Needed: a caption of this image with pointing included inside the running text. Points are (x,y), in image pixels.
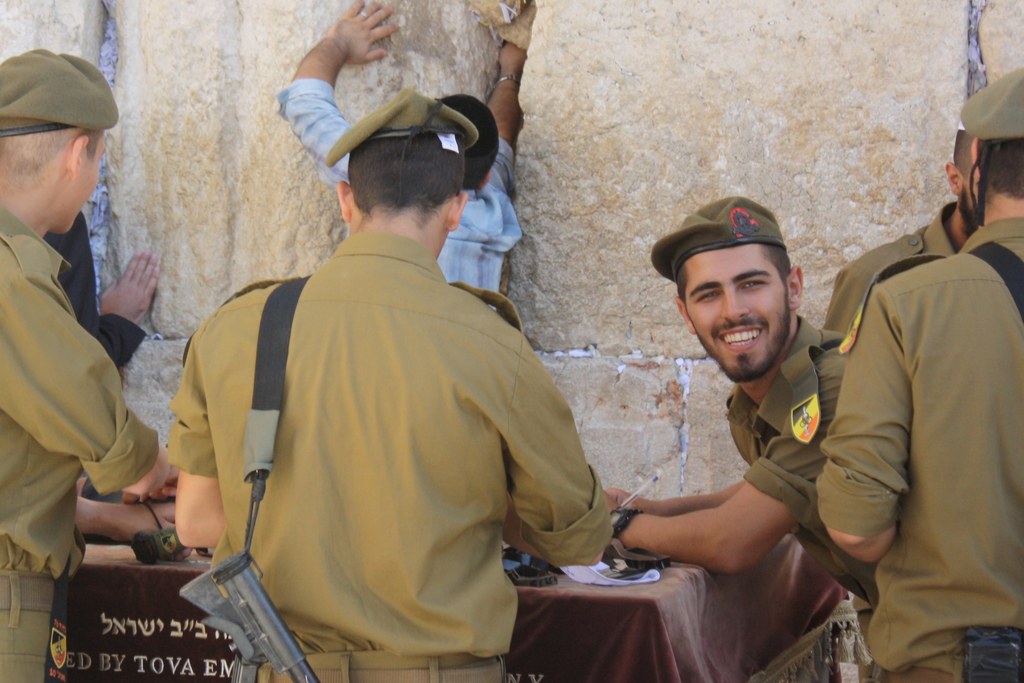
This image I can see few people (875,409) standing wearing the uniform (357,471), I can see all of them are wearing caps (37,75), I can see a person (737,524) wearing a watch (623,524) and holding a pen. I can see a gun (297,664), I can see a table (660,636) on which there are few papers (607,582) and other objects (555,574). In the background (495,255) I can see the rock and a person (497,155) standing.
